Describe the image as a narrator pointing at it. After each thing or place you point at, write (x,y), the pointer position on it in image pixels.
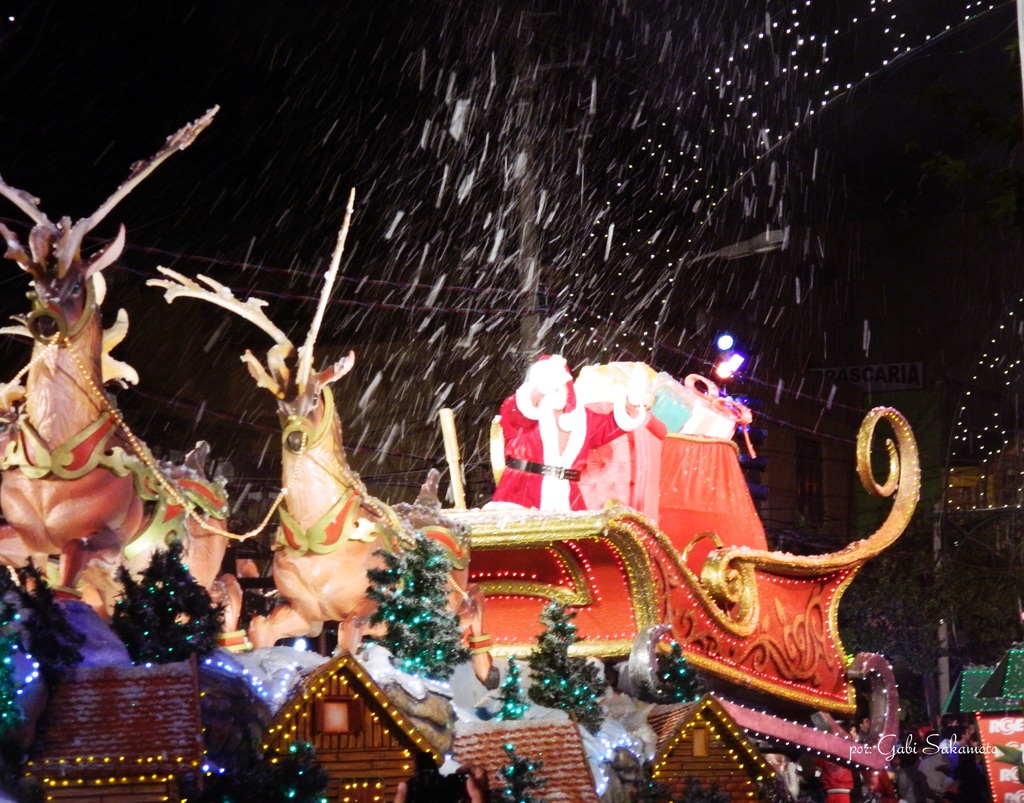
In this image I can see toys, Christmas trees (397,635), sculpture (199,472) of animals (385,566), the Santa Claus (515,448) and other objects (658,501). Here I can see houses (556,770), lights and a watermark (942,745) on the image.
